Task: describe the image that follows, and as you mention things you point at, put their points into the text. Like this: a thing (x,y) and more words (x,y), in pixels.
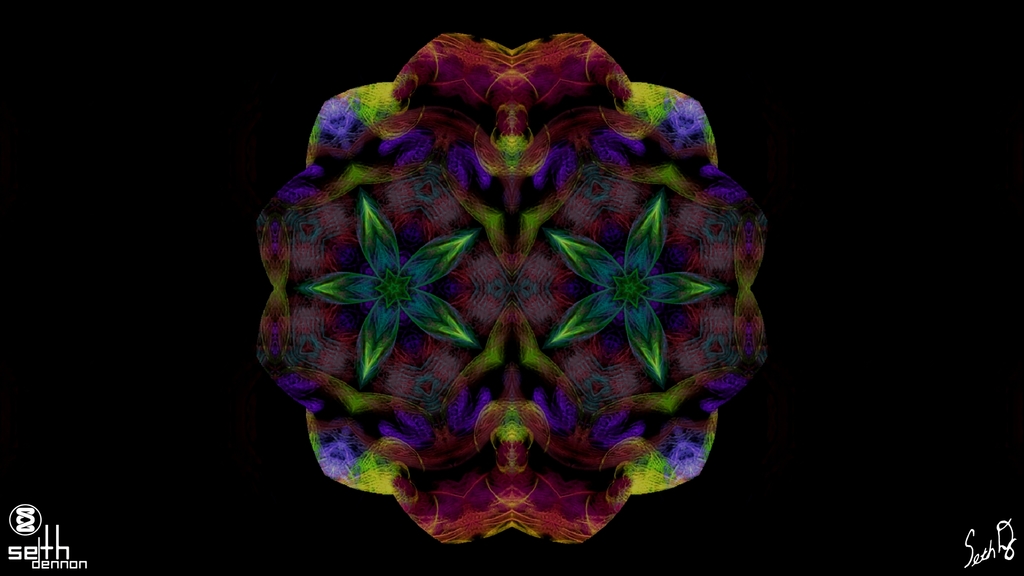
In this image I can see there is a colorful thing (595,322) and I can see few designs (498,480) on it. I can also see black color in background (80,530).
